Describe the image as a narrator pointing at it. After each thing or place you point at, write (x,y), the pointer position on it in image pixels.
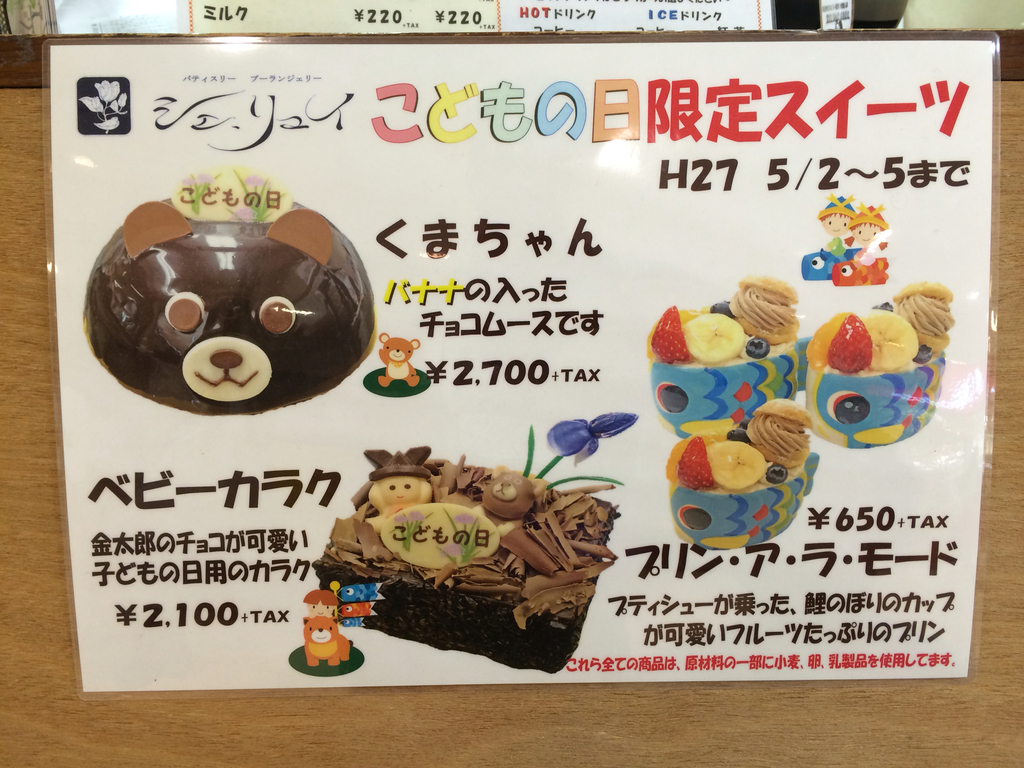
In this picture, there is a sticker (824,67) on this board (107,707) and in the sticker (260,170) there are different kind of cake (879,360) present.
